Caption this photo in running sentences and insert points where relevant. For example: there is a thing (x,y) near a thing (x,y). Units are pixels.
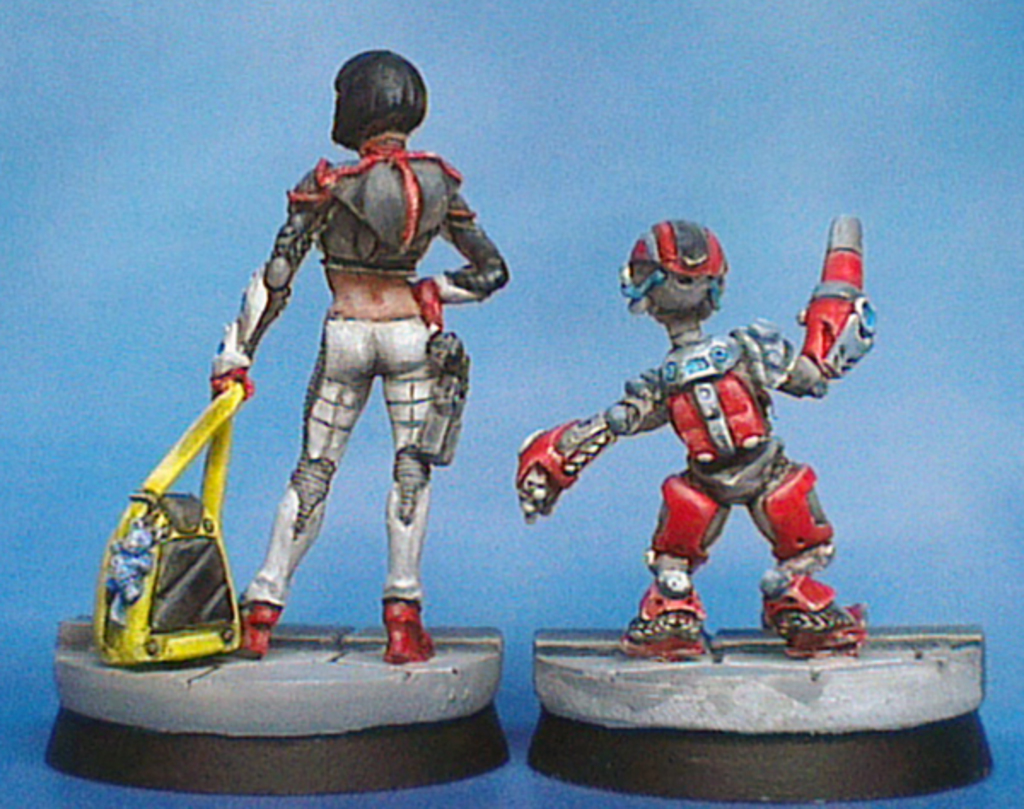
In this image we can see toys (629,288).
